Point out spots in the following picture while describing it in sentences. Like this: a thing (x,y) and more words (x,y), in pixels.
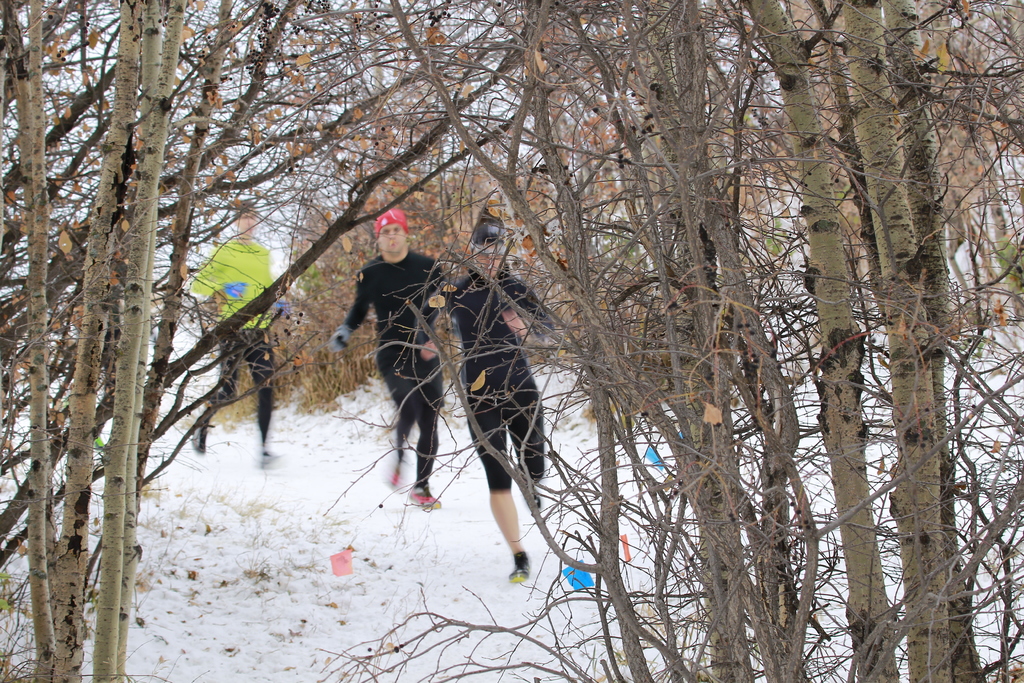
In the image we can see three people (367,271) wearing clothes (499,279), shoes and caps (386,220). Here we can see tree branches (674,184) and the snow (292,572).
